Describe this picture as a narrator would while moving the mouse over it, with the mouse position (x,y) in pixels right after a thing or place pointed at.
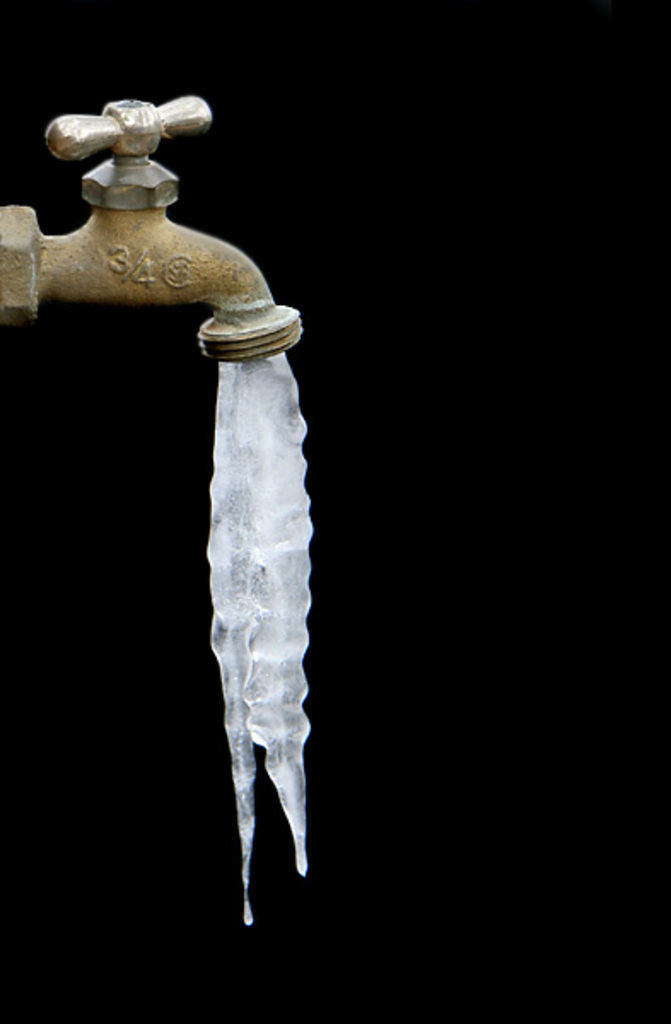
In this image we can see a tap (248,310) with ice (282,402) coming from the hole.
